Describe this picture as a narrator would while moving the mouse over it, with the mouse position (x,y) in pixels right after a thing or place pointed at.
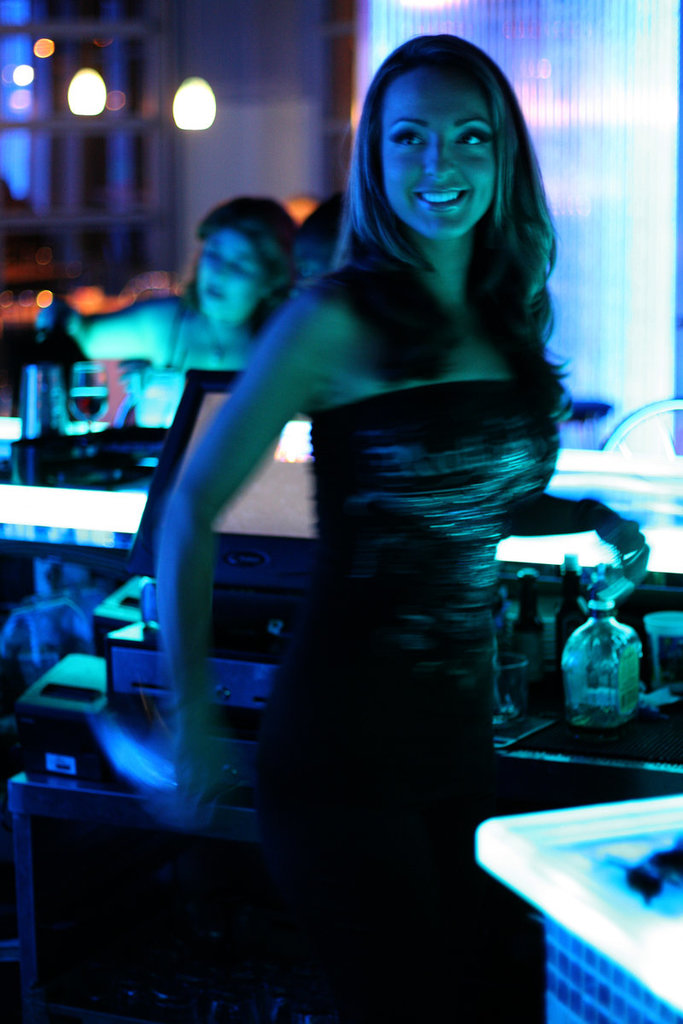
This picture shows a woman (400,168) standing with a smile on her face (427,162) we see another woman (133,323) seated.
